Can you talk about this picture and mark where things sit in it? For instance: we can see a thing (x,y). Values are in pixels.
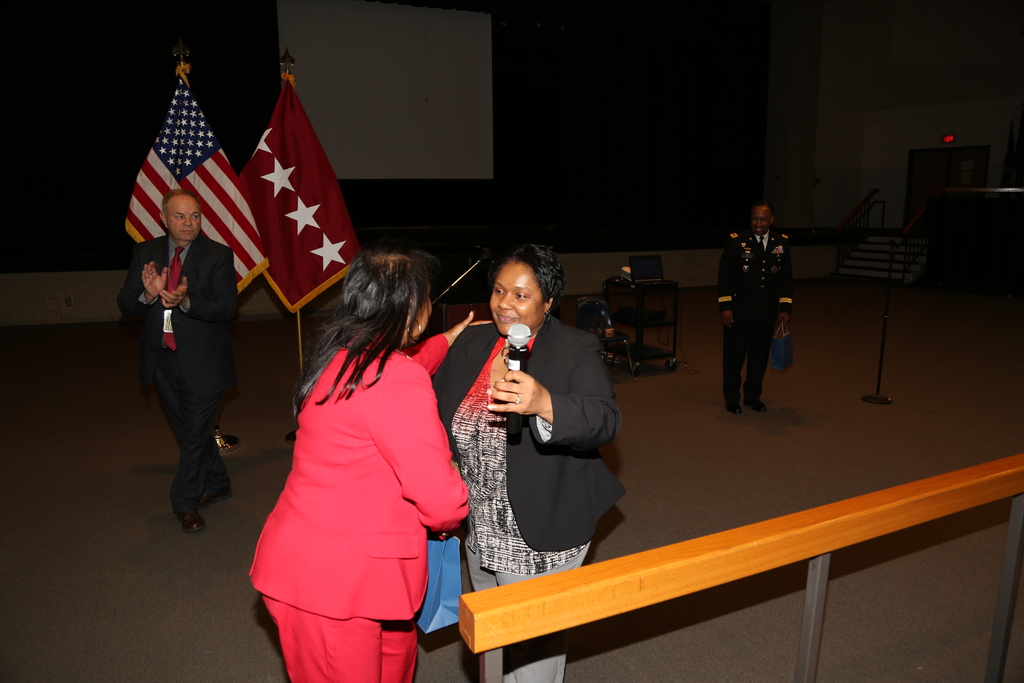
In the picture I can see a woman (303,424) wearing a red color dress (385,527) and a woman (522,457) wearing black color blazer (577,408) is holding a mic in her hands (540,403) and standing on the floor (790,398). Here we can see a person (196,261) wearing a blazer (210,332) and tie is walking on the floor (122,491) and he is on the left side of the image (185,212). Here we can see the railing (693,564), we can see two flags (275,172), some objects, a person (744,334) in the uniform (758,342) is standing, we can see steps (874,253), door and projector screen (448,143) in the background (456,137). The background of the image (484,104) is dark.
